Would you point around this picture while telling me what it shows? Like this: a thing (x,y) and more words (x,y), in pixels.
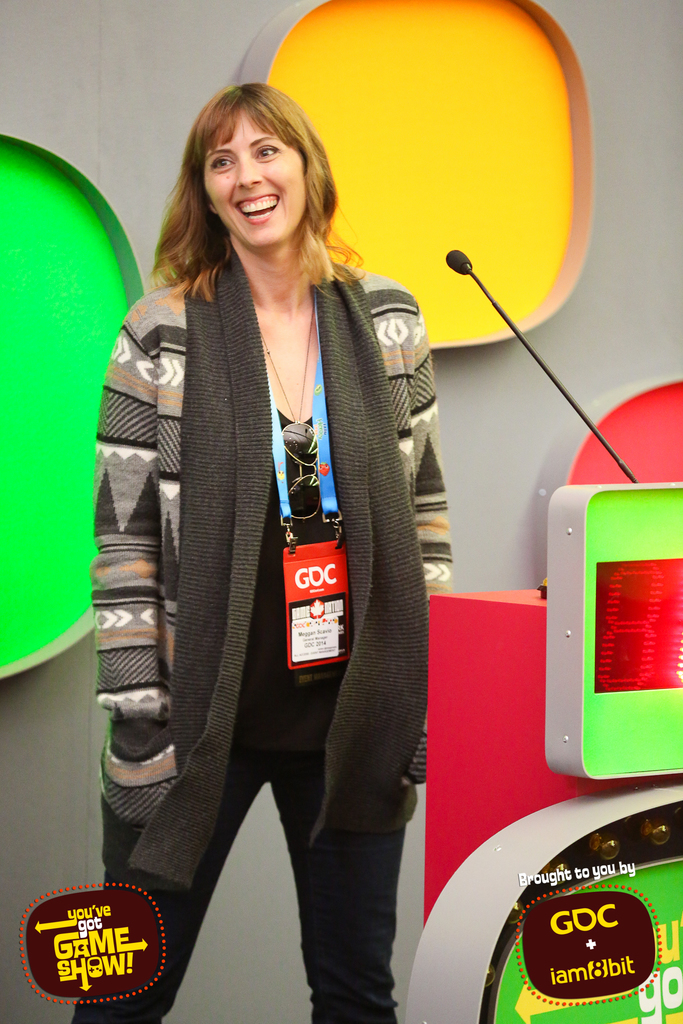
In this image there is a woman (234,400) standing with a smile on her face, in front of her there is a mic (535,356) on the table (505,745) and there are a few boards (677,726) with some text (668,961) are attached to the table (412,975). At the bottom of the image (591,967) there is some text (622,967). In the background (31,15) there is a metal sheet (33,90) on which there are colorful blocks (356,178).
